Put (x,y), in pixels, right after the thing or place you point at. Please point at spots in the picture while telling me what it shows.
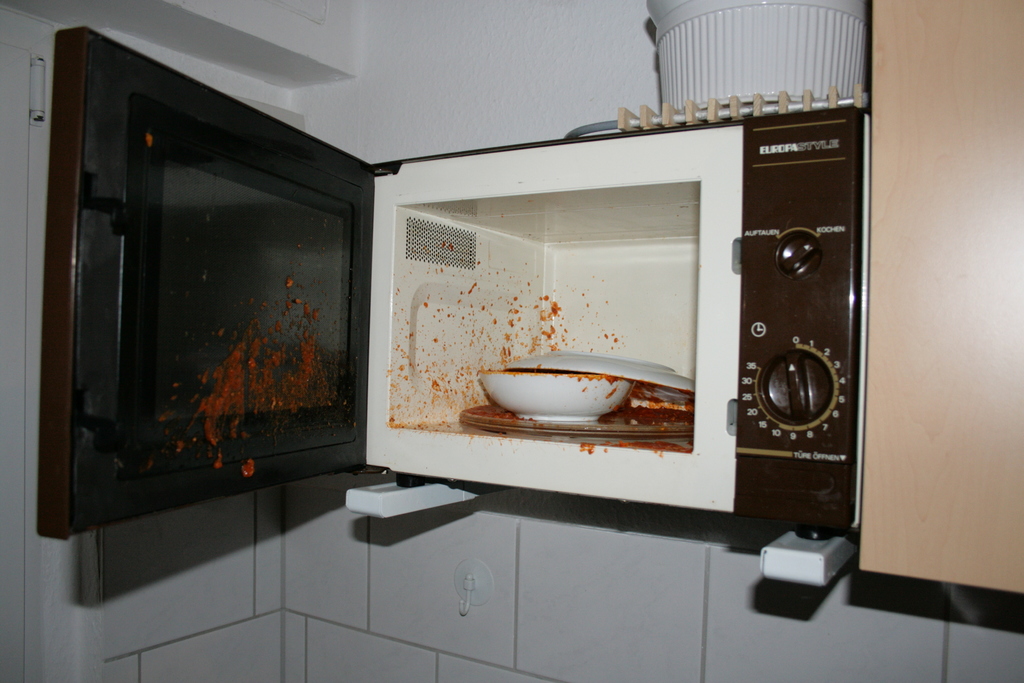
In this picture we can see a bowl (553,371) and plates (593,358) in the microwave oven (480,326), on top of the microwave oven (806,151) we can see an object (708,50).
